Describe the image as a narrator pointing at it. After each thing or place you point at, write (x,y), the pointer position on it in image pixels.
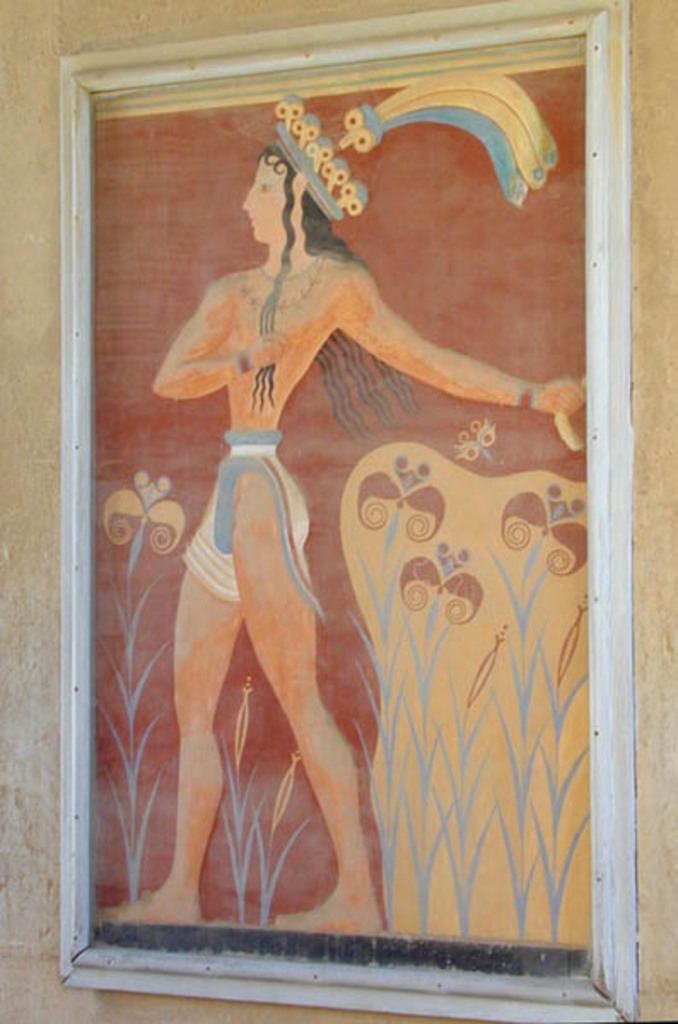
Here we can see a frame (589,420) on the wall (676,813). On this frame (236,573) we can see a person (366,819).
